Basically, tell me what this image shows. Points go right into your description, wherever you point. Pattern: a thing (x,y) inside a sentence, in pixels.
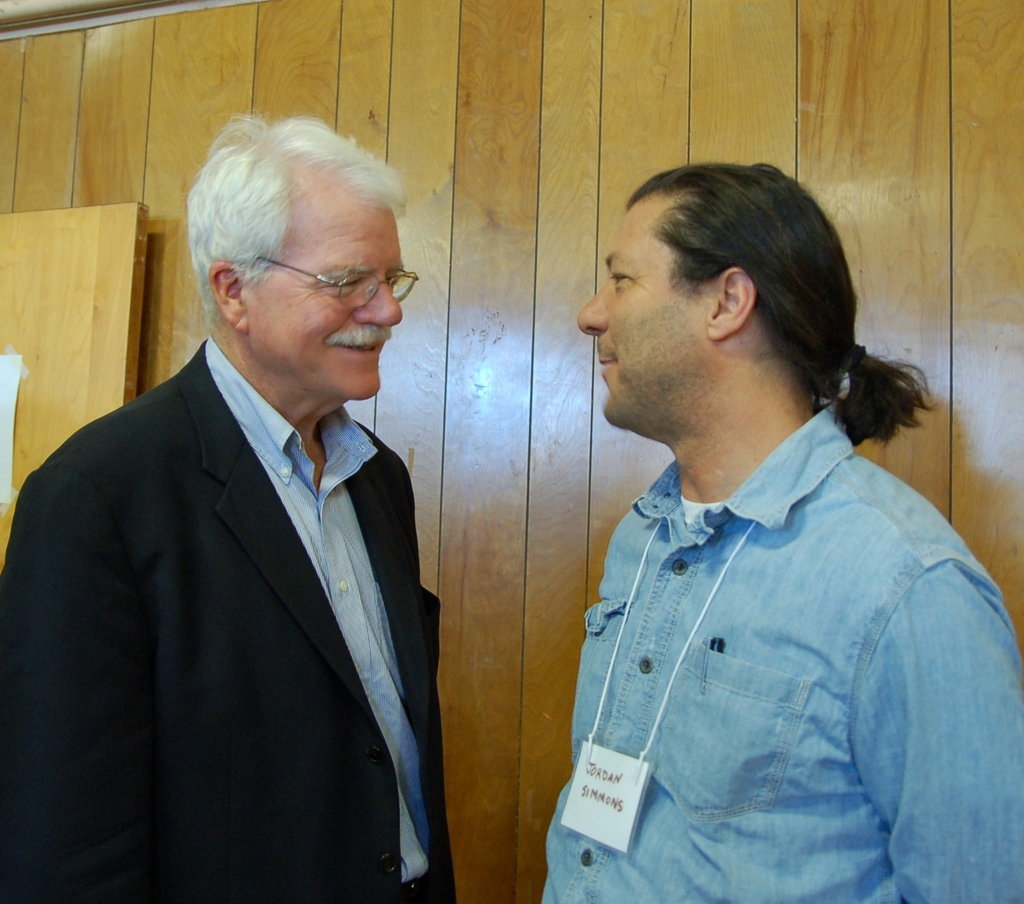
In this image, we can see two men (211,717) standing, in the background (870,78), we can see a wooden wall (397,69).
